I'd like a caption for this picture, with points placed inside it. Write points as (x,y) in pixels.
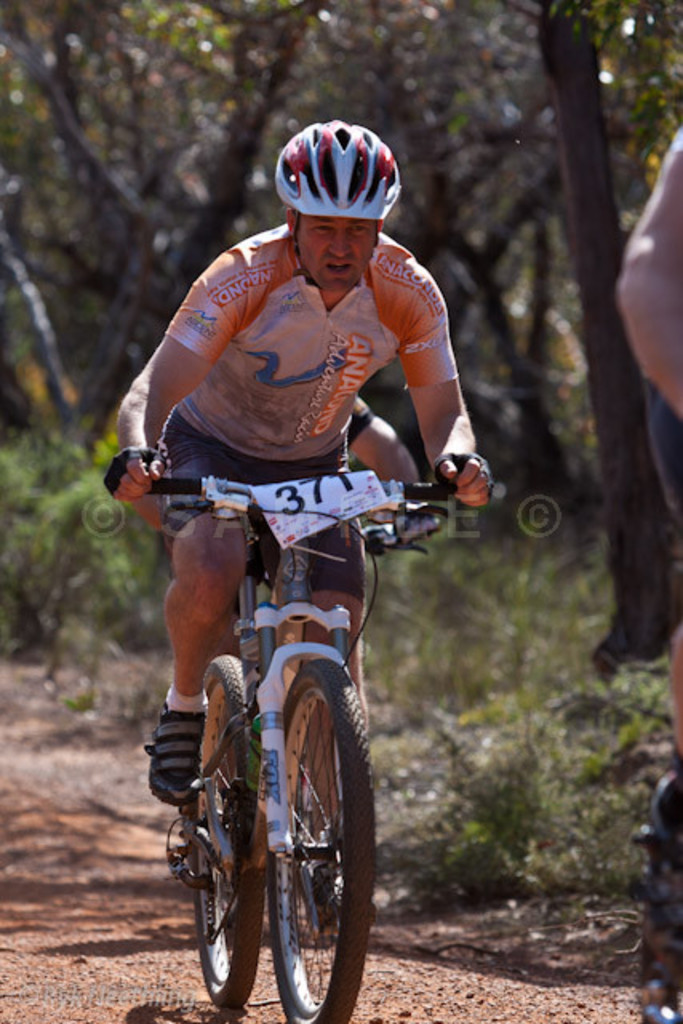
In the middle of the image (270,355), there is a person (242,345) in a t-shirt (379,325), wearing a helmet (377,176) and riding a bicycle (342,878) on the road (403,965), on which there are stones (441,1012). In the background (555,780), there are plants (516,665) and trees (50,299) on the ground (34,719).
